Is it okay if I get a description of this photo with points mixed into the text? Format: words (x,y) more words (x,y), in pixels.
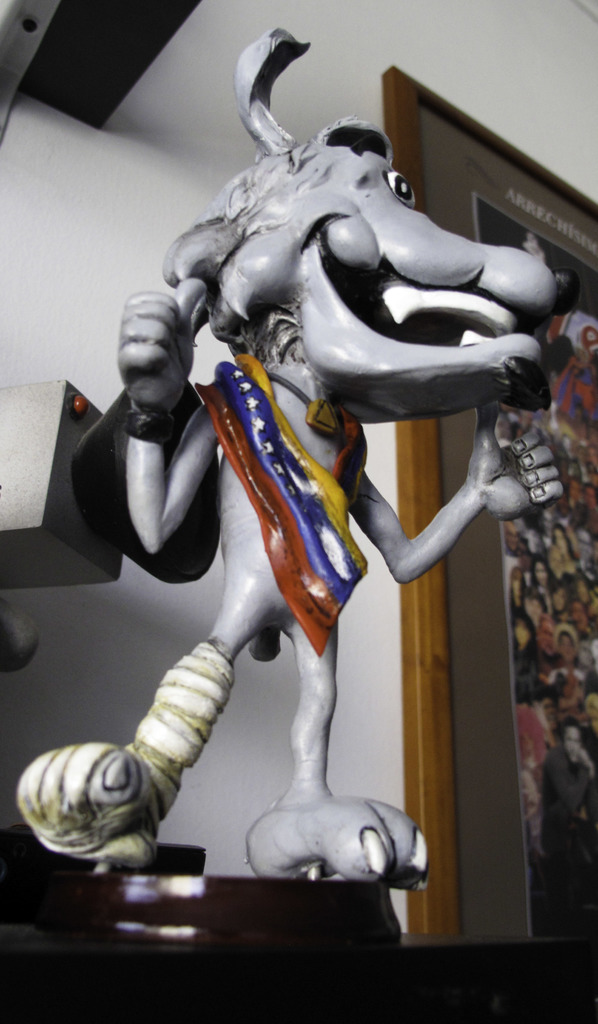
In the center of the image (364,382) there is a depiction (317,685) of a animal (248,544) on the table (125,947). In the background of the image (556,32) there is a wall (331,763). There is a photo frame (473,219). To the left side of the image (7,423) there is a object (67,500) on the wall (52,600).
